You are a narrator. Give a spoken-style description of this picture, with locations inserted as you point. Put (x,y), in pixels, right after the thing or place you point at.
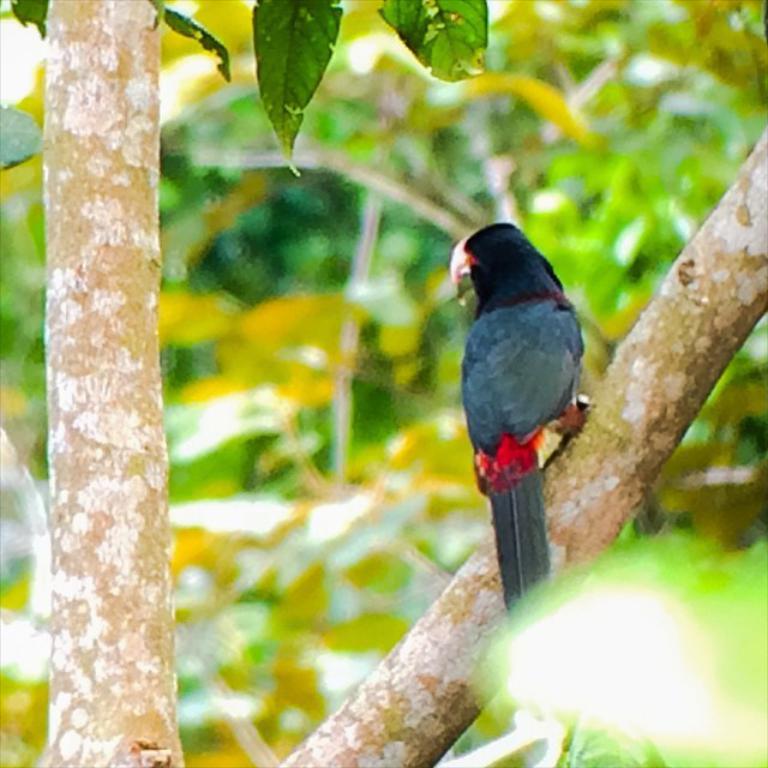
In this image we can see a bird (528,586) on the tree branch (470,626). In the background of the image (326,218) there are leaves (334,244).
